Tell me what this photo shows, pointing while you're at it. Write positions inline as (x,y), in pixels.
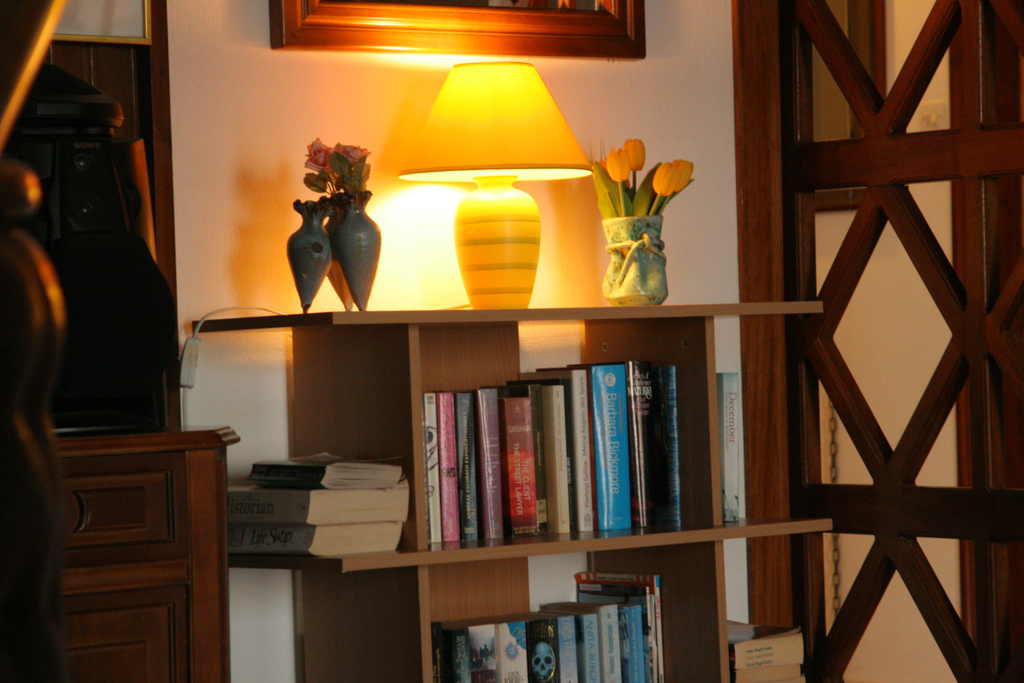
In this image we can see light (498,261), flower vase (359,228), books (537,479) placed on the table (418,484). On the right side of the image (795,344) we can see a door (826,345). On the left side (131,649) there is a table (148,568). In the background (579,144) there is a photograph (351,38) and wall (259,121).
